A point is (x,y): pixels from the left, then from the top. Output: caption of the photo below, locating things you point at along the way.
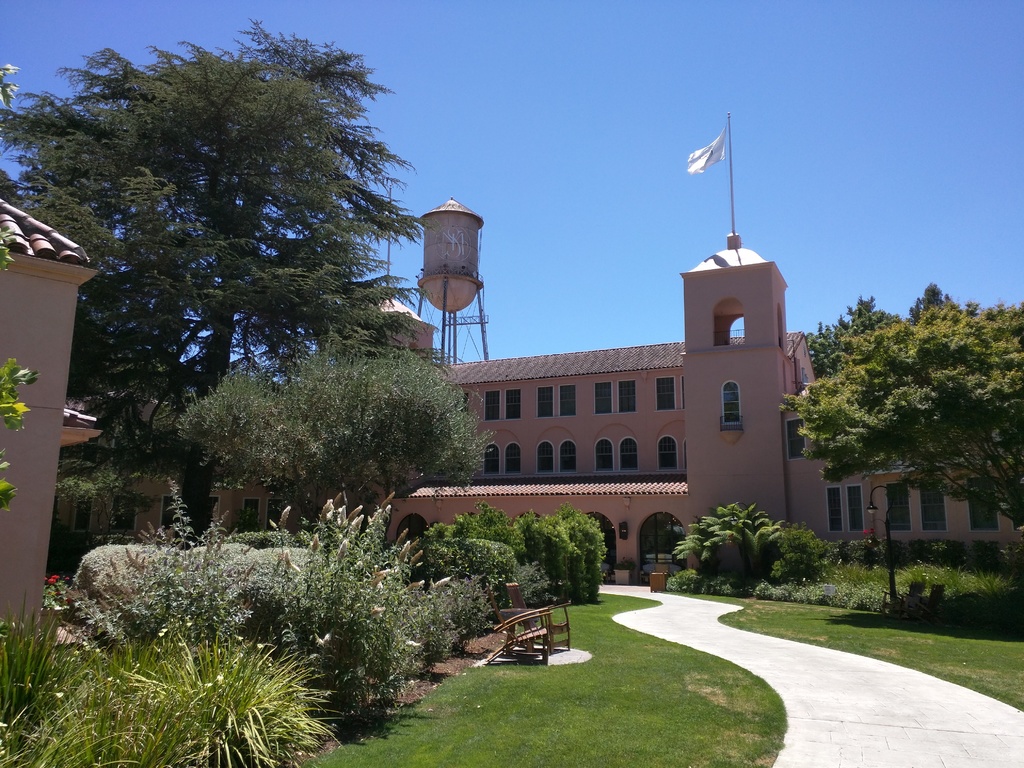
In this image we can see trees (219,397), plants (346,574), chairs (511,618) and building (651,452). Background of the image (454,212), one tank (461,277) is there. One flag (708,154) is attached to the top of the building (739,252). At the top of the image (546,95), the blue color sky (539,98) is present. At the bottom of the image (804,621), grassy land (637,746) is there.
